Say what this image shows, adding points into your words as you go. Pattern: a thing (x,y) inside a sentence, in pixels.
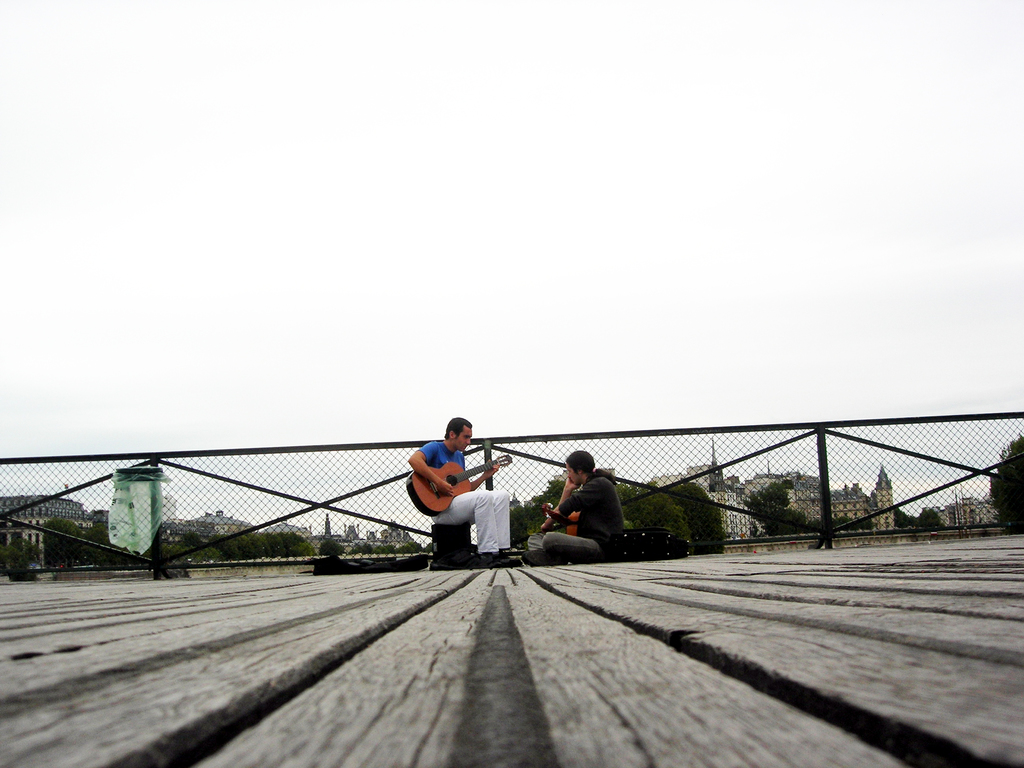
In this image there is a man (468,497) and a woman (575,488), man (487,494) is sitting and holding a guitar (446,501), woman (566,497) is sitting in front of a man (490,490) at the back ground (377,466) there is a railing (360,452) and a sky (329,359).
